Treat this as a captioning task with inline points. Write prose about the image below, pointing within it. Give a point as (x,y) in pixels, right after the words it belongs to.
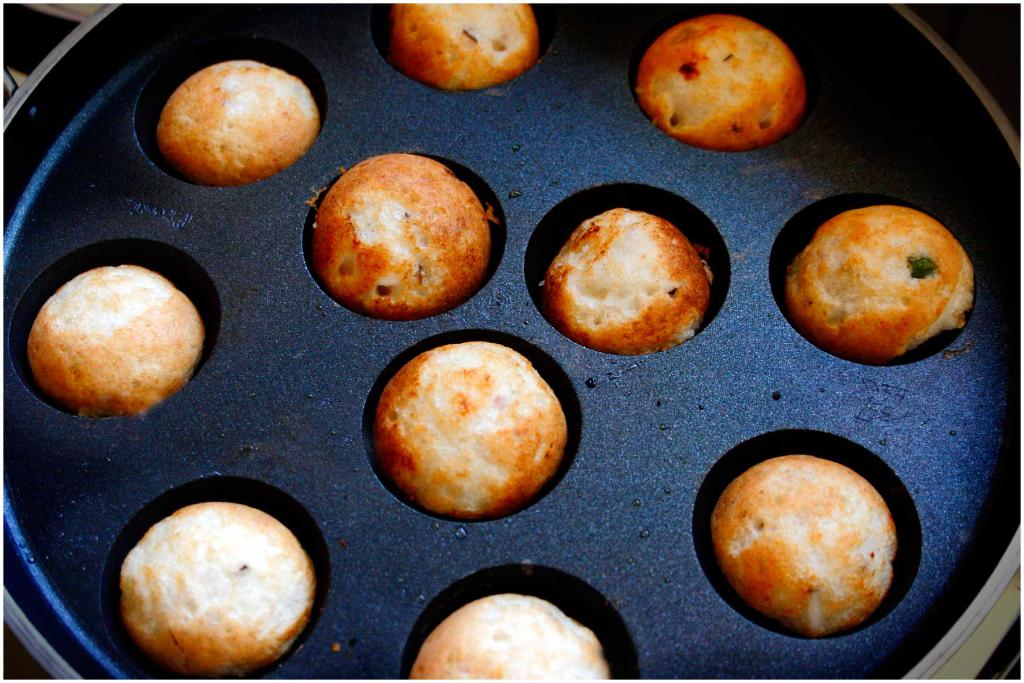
In this picture we can see a pan (646,449) with food (872,544).
